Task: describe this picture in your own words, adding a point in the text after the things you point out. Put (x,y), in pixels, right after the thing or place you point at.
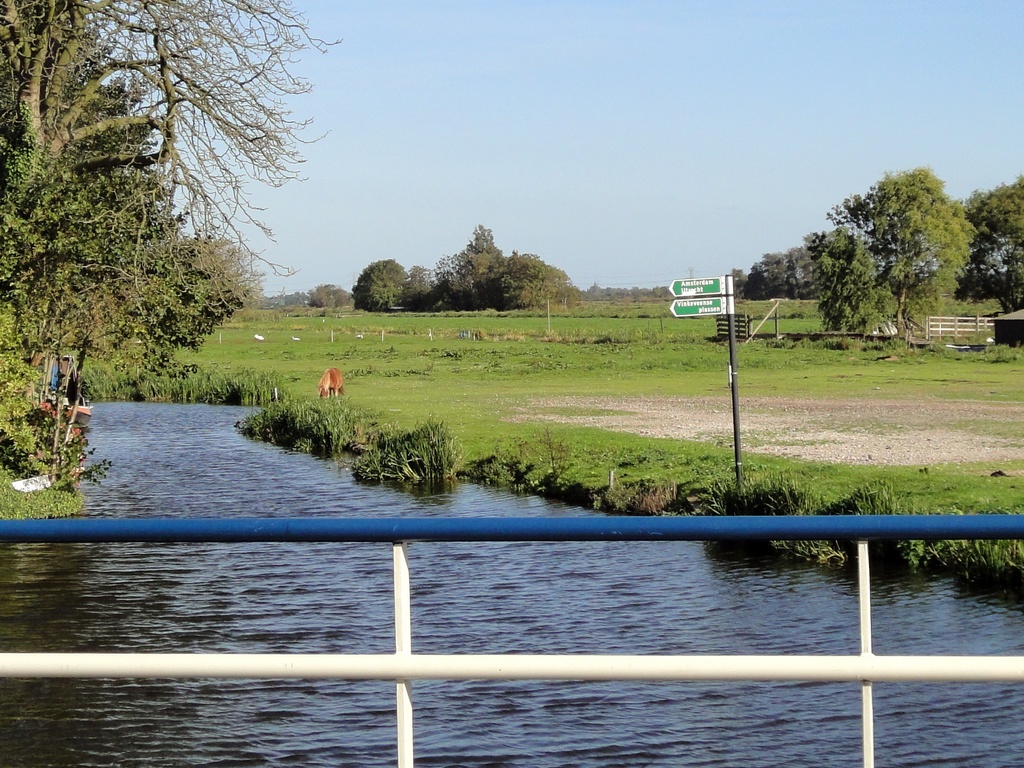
At the bottom (559,624) I can see a fence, water (310,516), sign board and grass (722,479). In the background (820,271) I can see trees (94,194) and a farm (656,304). On the top (594,229) I can see the sky (599,194). This image is taken during a day.
